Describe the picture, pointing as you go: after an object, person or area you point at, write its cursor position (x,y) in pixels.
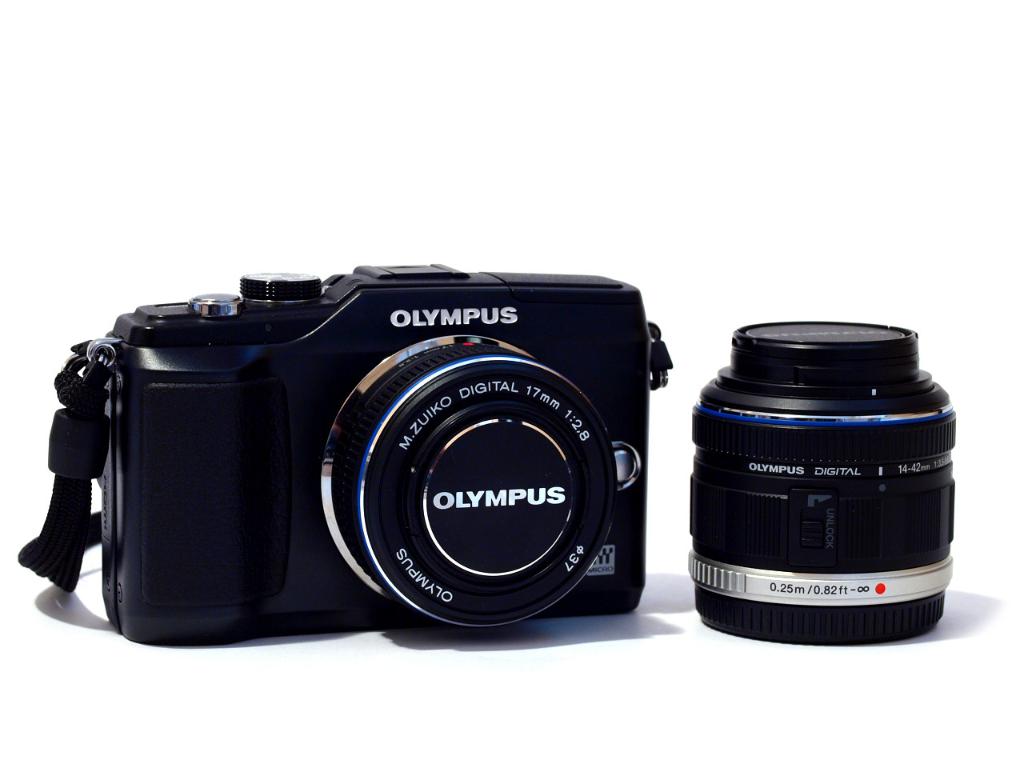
In this image we can see there is a camera (520,413) and lens (759,474).
